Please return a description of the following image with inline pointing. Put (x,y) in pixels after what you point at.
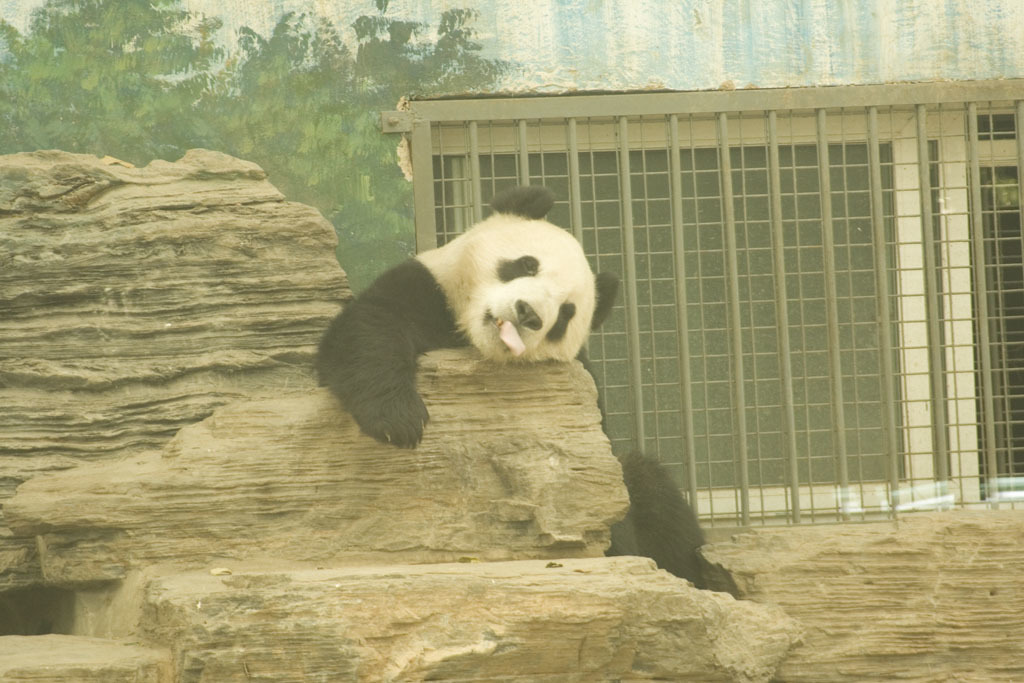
A bear (643,474) is sitting on the stone (496,393). It is in black and white color, on the left side (247,142) there are trees (300,174). On the right side (732,434) there is an iron grill (697,334) in this image.
